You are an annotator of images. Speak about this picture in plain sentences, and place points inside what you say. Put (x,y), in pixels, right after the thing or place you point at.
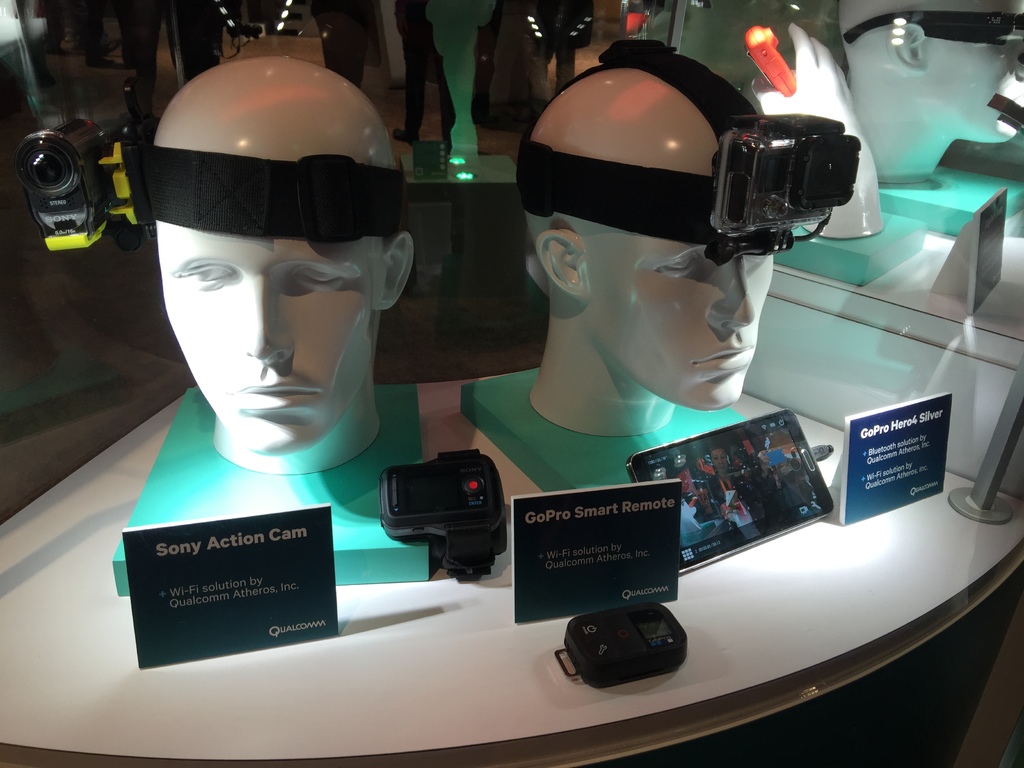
In this picture we can see there are mannequin heads (255,345), hand (830,225), cameras (830,147), boards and other things (863,253) on an object (290,686). Behind the mannequin heads (327,317) there is a glass (2,318).
